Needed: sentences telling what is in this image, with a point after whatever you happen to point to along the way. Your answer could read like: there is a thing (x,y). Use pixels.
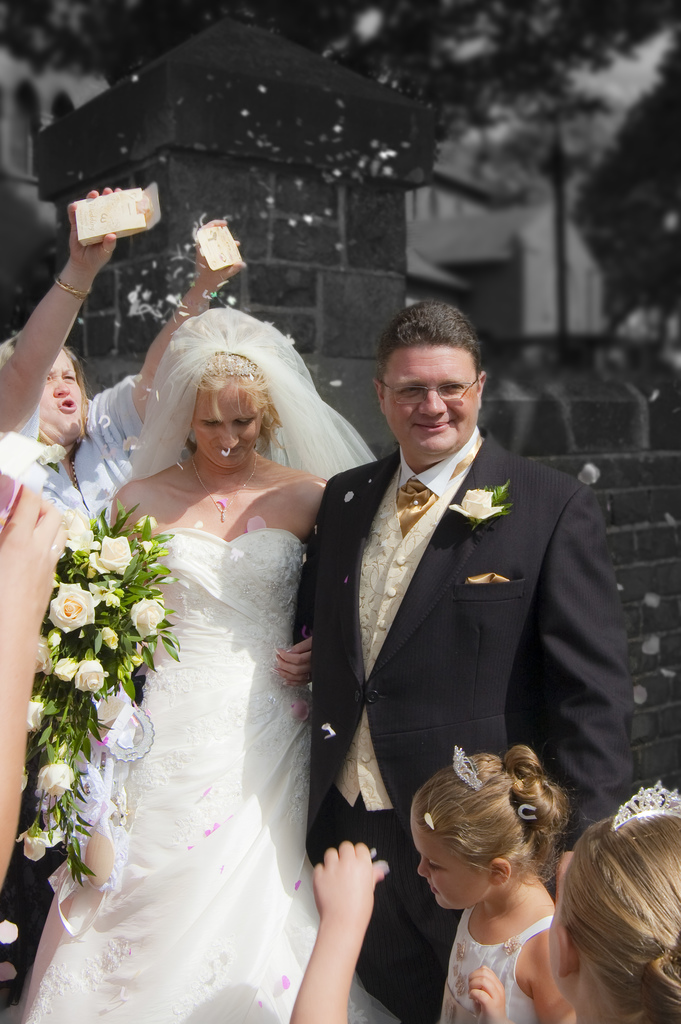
In this image we can see a group of people (568,667) standing on the ground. One woman (250,639) is wearing a dress (217,702) is holding some flowers (142,621) and leaves (132,629). On the left side of the image (70,420) we can see a person (82,406) holding two boxes (94,222) in her hands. To the right side of the image (601,843) we can see two girls (591,837) wearing a crown (476,767). In the background (613,379), we can see a wall (630,426), tower (371,244), building (464,199), light pole (554,219) and a group of trees (530,136).
